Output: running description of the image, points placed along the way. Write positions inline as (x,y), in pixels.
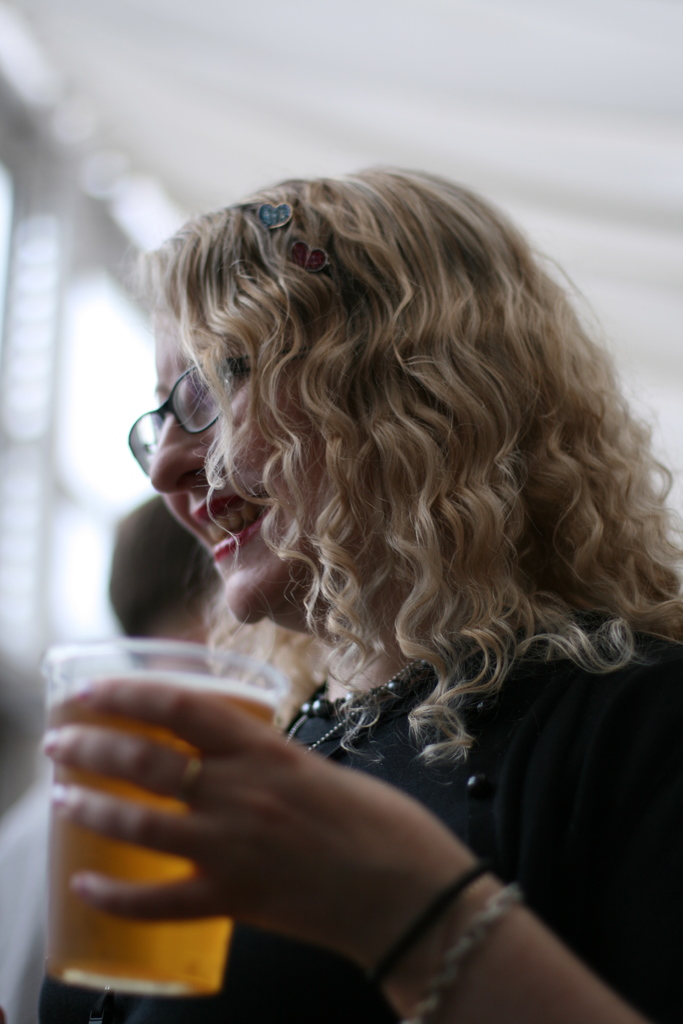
In this image I can see a woman (526,626) is holding the beer glass (175,876) in her hand (306,889). She is smiling, she wore black color top (561,798) and spectacles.
